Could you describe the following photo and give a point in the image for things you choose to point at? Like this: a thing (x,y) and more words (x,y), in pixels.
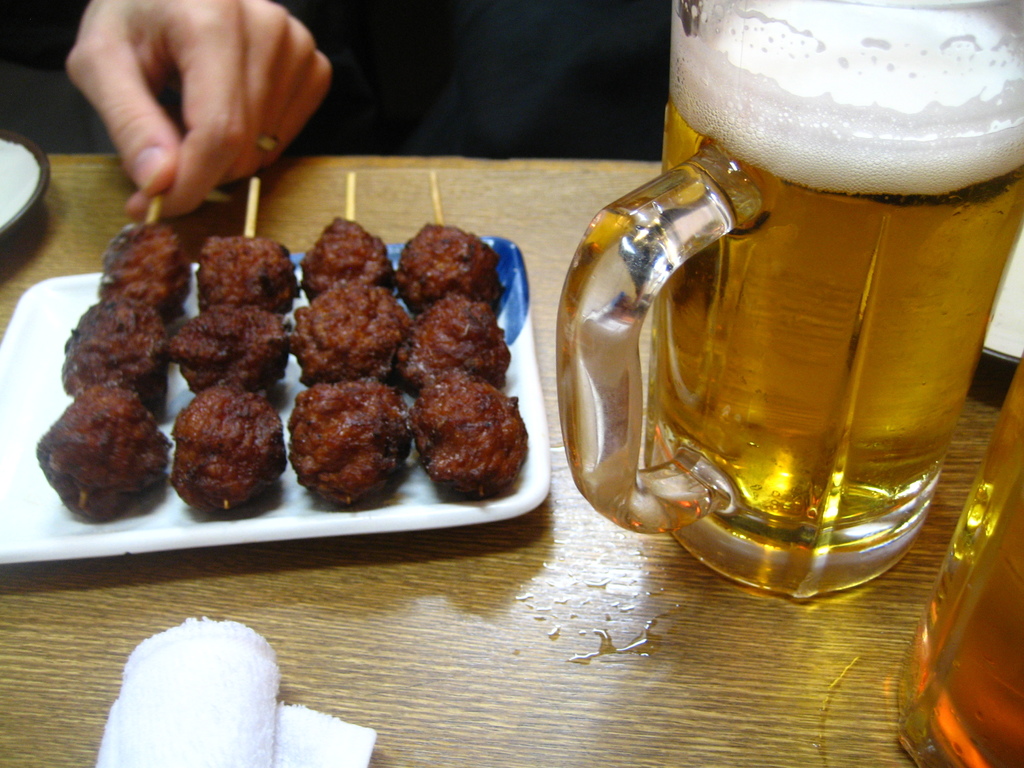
In this picture, we see a plate (359,528) containing food item (324,375), tissue roll (233,716), jar (684,317) containing beer (920,336) and plates (19,184) are placed on the table (597,580). At the top (151,147), we see the hand (163,142) of the person (149,112). At the top (511,16), it is black in color.
